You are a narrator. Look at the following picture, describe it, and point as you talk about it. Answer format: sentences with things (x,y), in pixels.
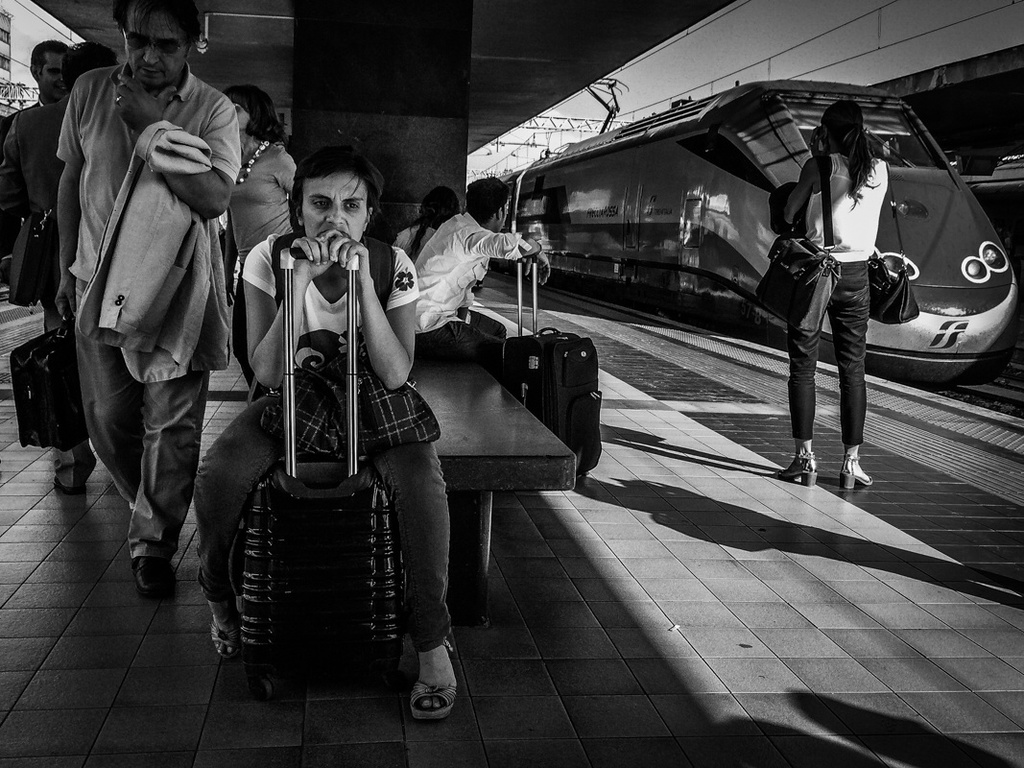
Black and white picture. Train (645,222) is on the track (974,400). Here we can see people (277,222). These people (335,297) are sitting and holding their luggage (519,370). This woman (846,272) wore bags (814,304).
